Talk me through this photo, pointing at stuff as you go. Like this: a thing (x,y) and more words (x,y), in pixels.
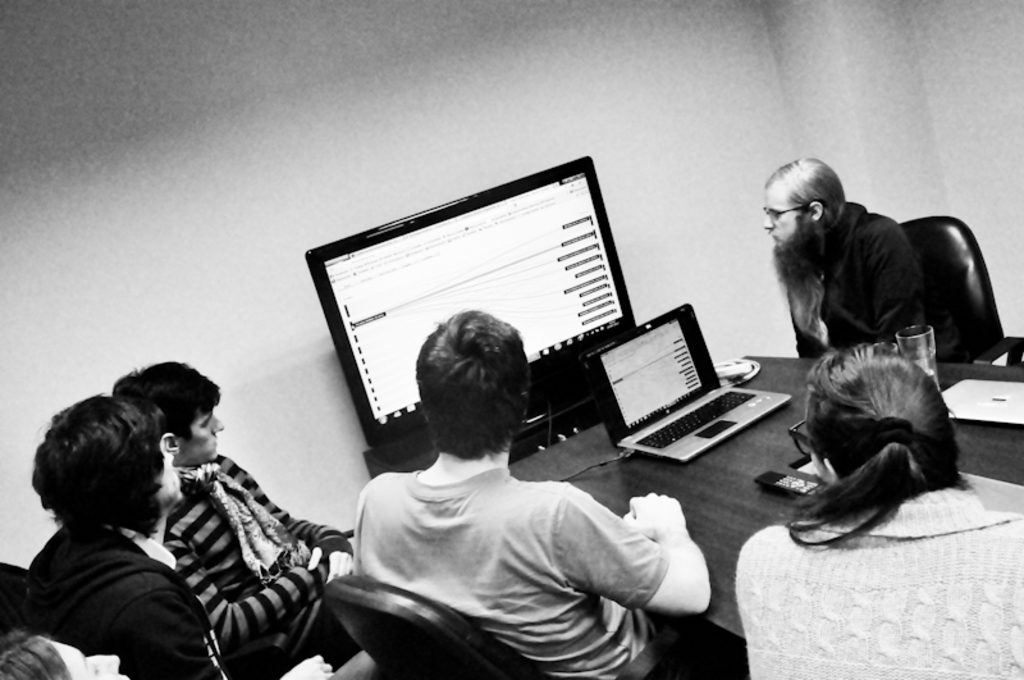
This is a black and white image. In this image we can see people (396,518) sitting on the chairs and a table (727,476) is placed in front of them. On the table (739,382) we can see laptops (753,401), remote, glass tumbler (923,351) and a power cable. In the background (577,321) there is a television screen (403,326).
